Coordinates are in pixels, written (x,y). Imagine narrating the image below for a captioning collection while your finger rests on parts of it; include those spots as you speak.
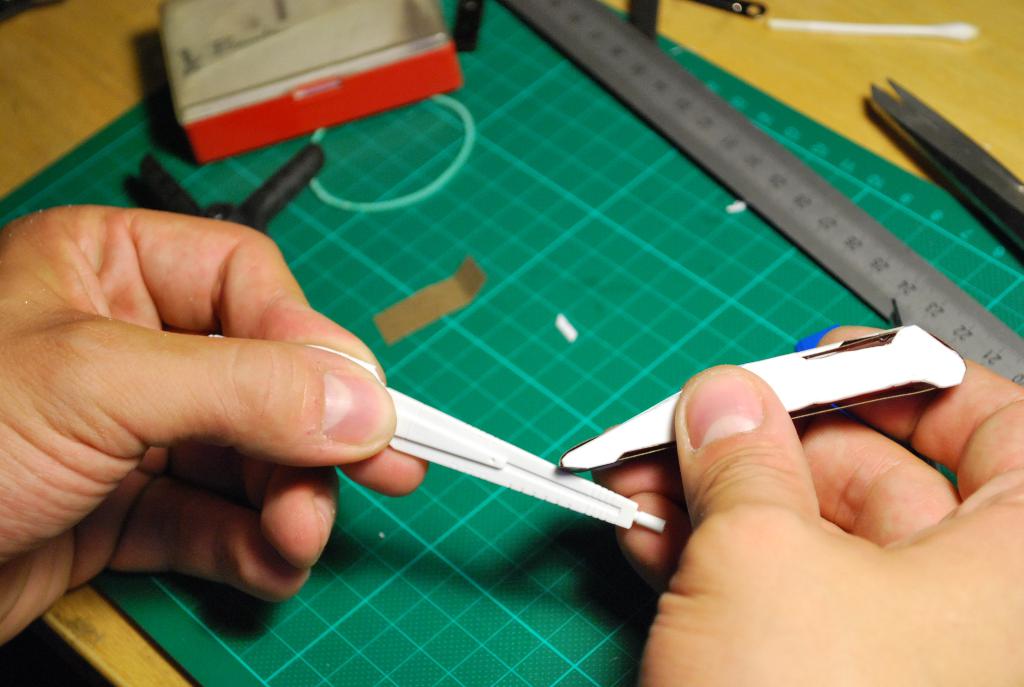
In this picture I can see a person (20,590) holding two objects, there are some items (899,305) and there is a rubber band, ruler (745,144), a small piece of a paper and a box (213,96) on the cutting mat (559,168), on the table (822,96).
